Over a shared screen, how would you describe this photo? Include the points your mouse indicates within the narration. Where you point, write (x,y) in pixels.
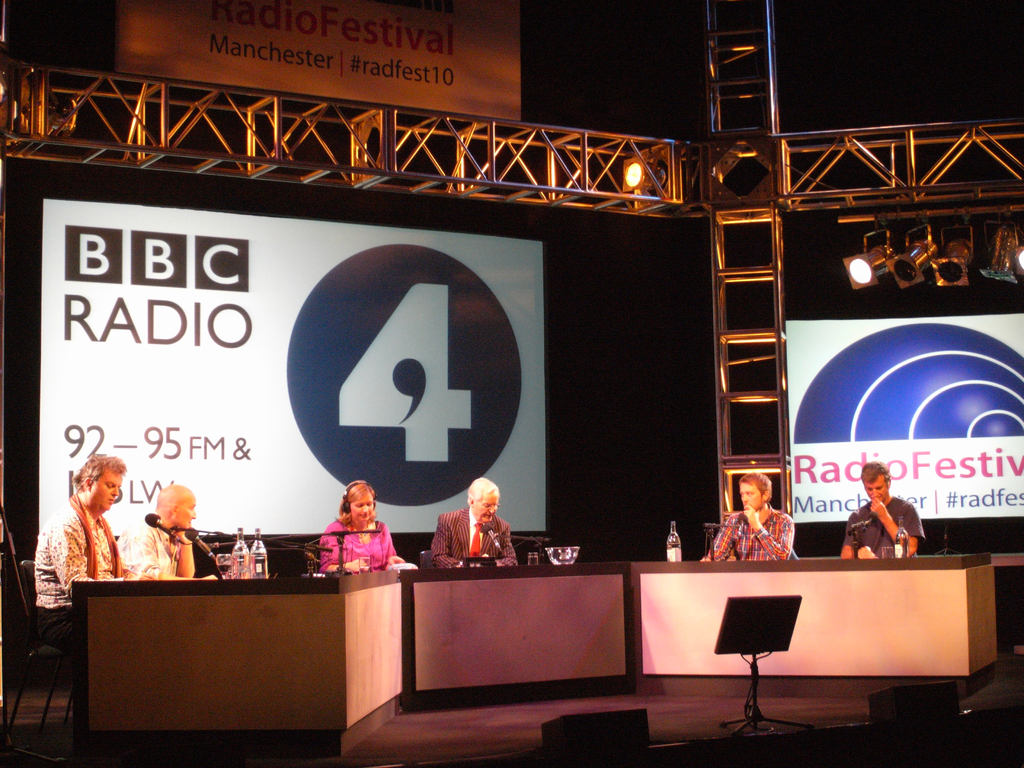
This image consists of the table (546,595) at the bottom (450,634). There are bottles (234,566), mikes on that table (557,650). There are some persons (86,506) sitting in that table (410,706). There are lights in the middle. There are banners (394,408) in the middle (505,374).
